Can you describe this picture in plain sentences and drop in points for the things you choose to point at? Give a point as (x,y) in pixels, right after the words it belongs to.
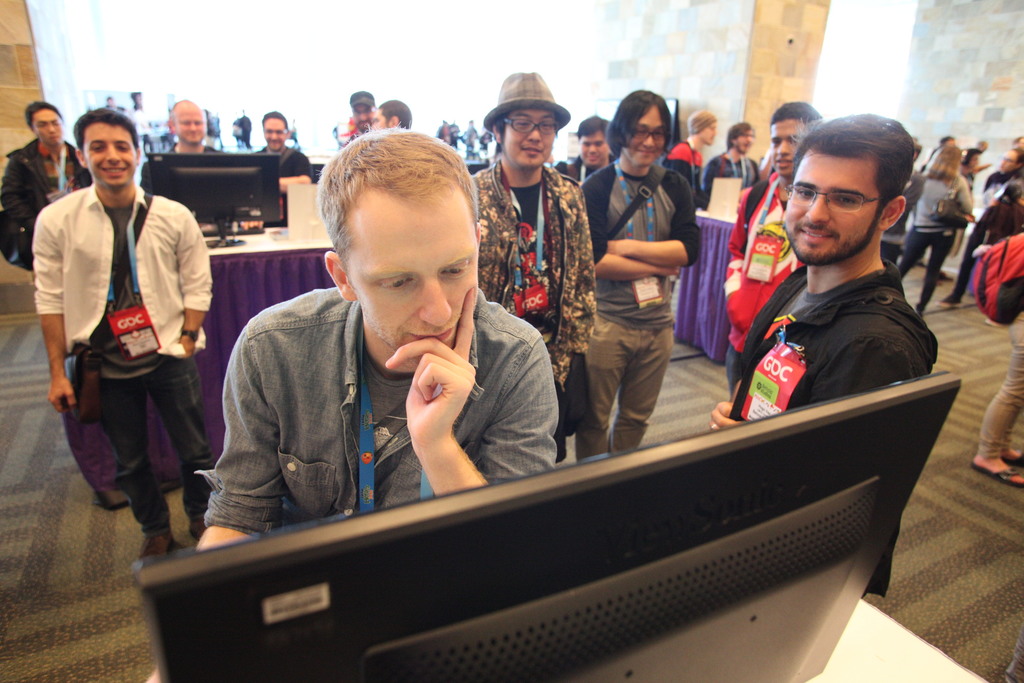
This image consists of many people (241,453). They are wearing ID cards (423,482). In the front (406,528), the man (335,372) is standing in front of the monitor (387,614). At the bottom (968,615), there is a floor mat (976,588). In the background (598,14), there is a wall (811,26).
